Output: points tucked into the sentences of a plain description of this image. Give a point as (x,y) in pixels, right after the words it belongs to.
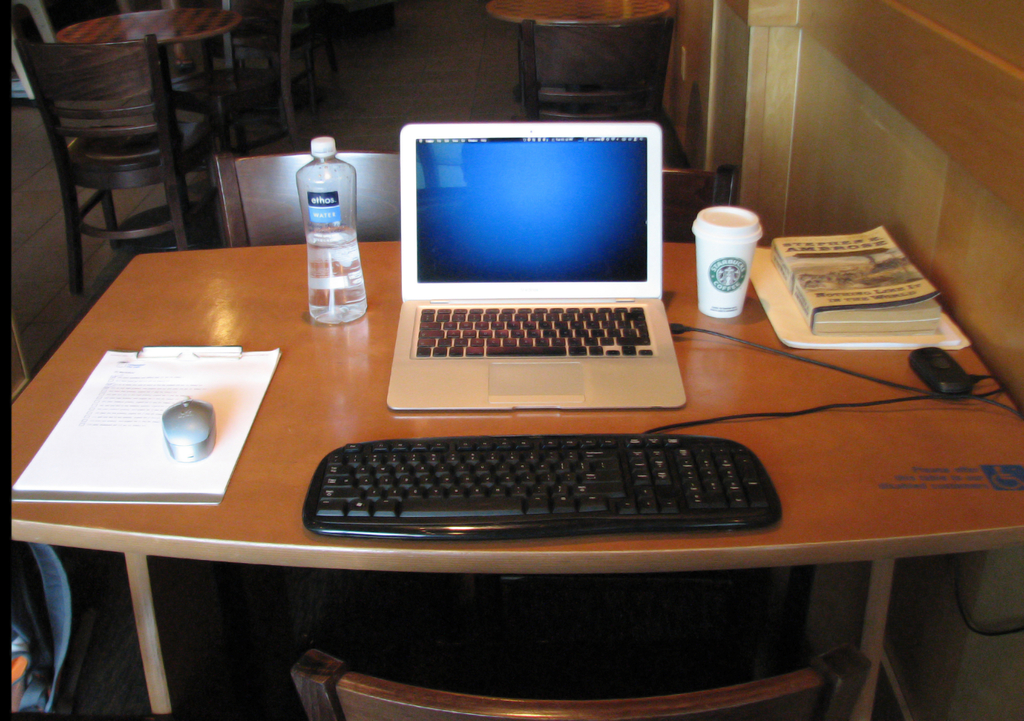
This picture shows a laptop (467,335) and a water bottle (353,209), cup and books (865,276) and a keyboard (588,468) and mouse (173,454) on the table (309,411) and we see couple of chairs (268,187) and few chairs (250,36) on the back (532,46).
